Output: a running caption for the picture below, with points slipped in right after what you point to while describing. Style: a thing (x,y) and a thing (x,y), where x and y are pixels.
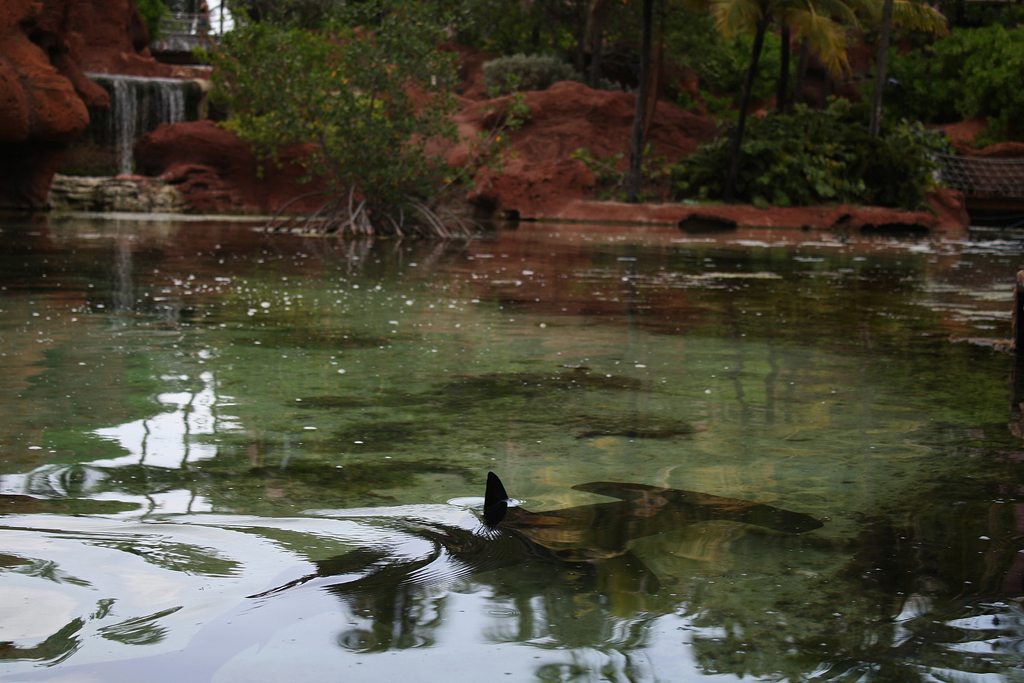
There is water (478,390). In the water (477,529) there is fish (539,532). In the background (536,197) there are trees (734,145), small waterfall (130,80) and soil (552,120).
